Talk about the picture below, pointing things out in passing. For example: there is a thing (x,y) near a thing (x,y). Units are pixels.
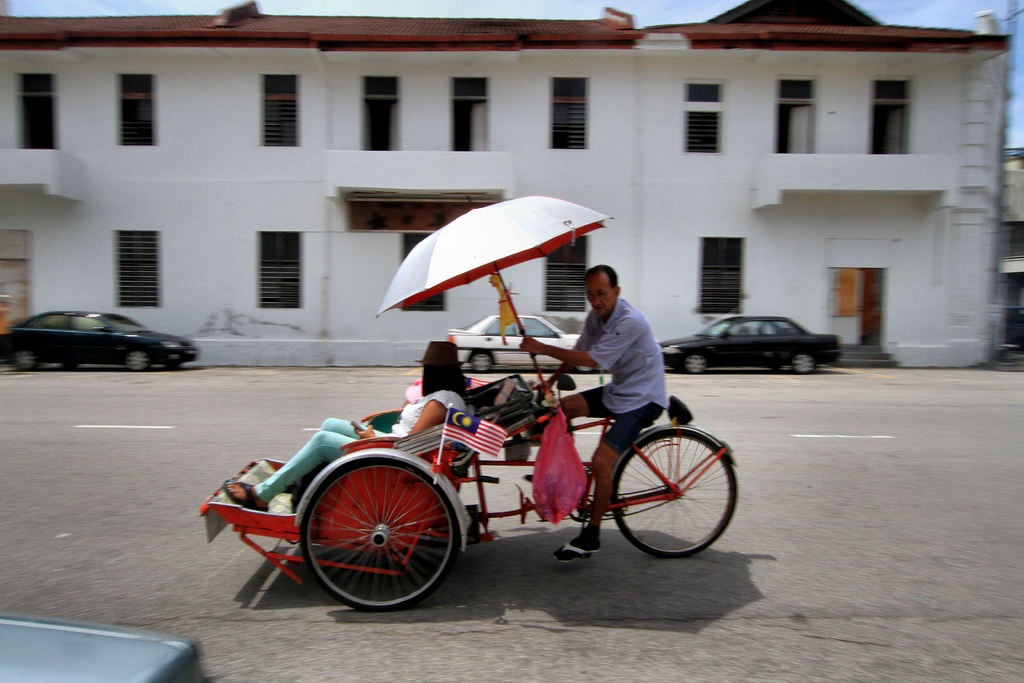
This picture is taken from the outside of the city. In this image, in the middle (622,343), we can see a man (637,366) riding a bicycle (631,447) and holding an umbrella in his hand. In the vehicle (520,417), we can also see a person (289,481) sitting. In the left corner (85,625), we can see a gray color object (173,650). In the background (37,324), we can see few cars (719,325) which are placed on the road (347,381). In the background (424,187), we can also see a building (546,170), window (481,133). At the top (646,14), we can see a sky (706,14), at the bottom (920,463), we can see a road (697,399).
